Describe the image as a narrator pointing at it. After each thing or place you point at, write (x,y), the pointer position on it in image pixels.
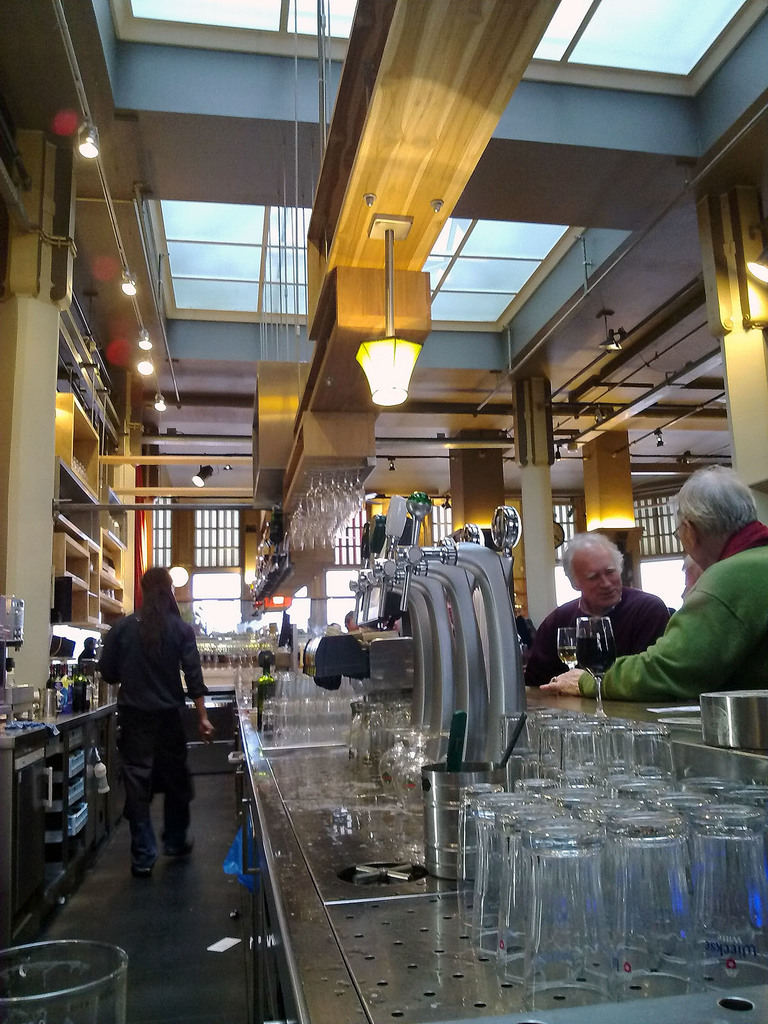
In this picture I can observe three members (125,656). I can observe some glasses (590,762) placed on the desk (347,741). In the middle of the picture (396,382) there is a light (392,394) hanging to the ceiling (402,188). In the background (210,257) I can observe windows (239,590).
